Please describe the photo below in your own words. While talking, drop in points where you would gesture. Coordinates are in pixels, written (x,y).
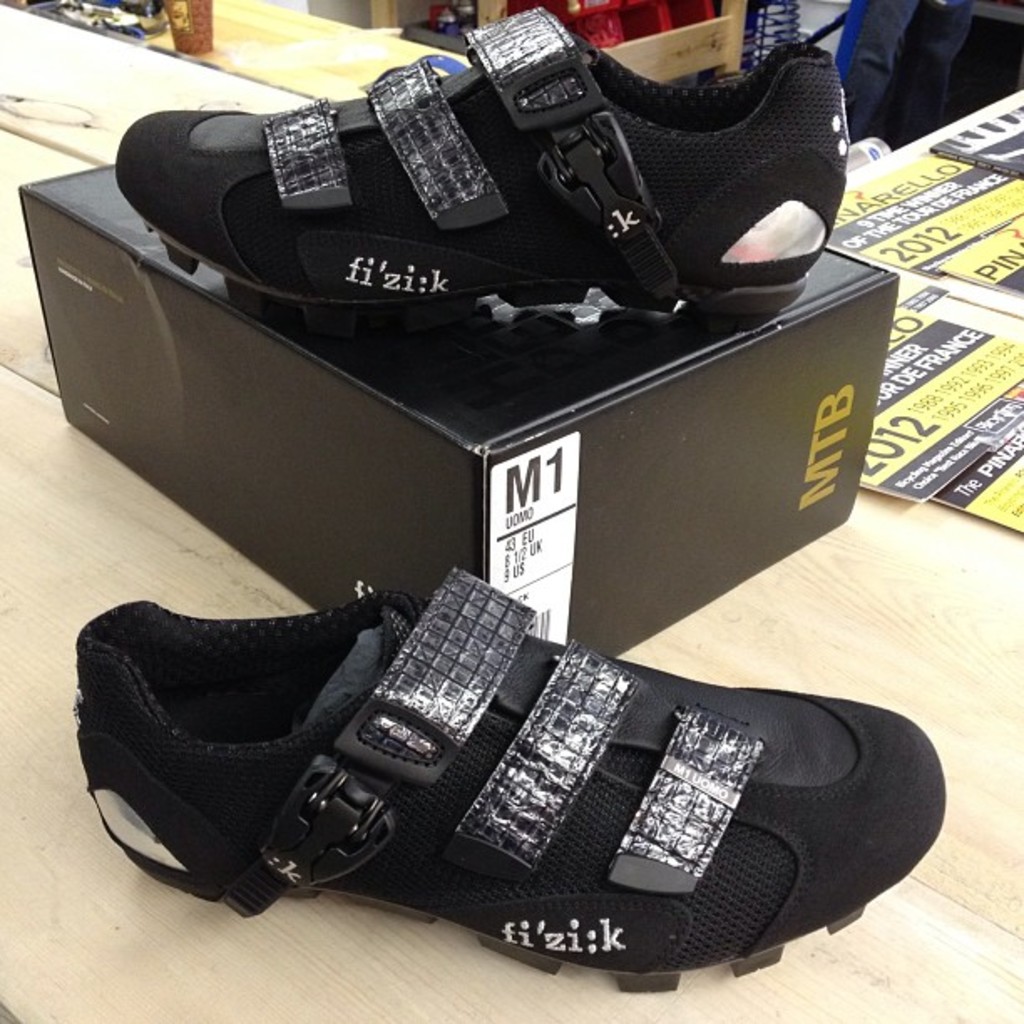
In this image in front (64,954) there is a table (86,156). On top of it there is a box (523,412). There are shoes (716,271). There are boards (986,271) with some text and numbers (1020,364) on it. In the background of the image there are a few other objects (211,7).
